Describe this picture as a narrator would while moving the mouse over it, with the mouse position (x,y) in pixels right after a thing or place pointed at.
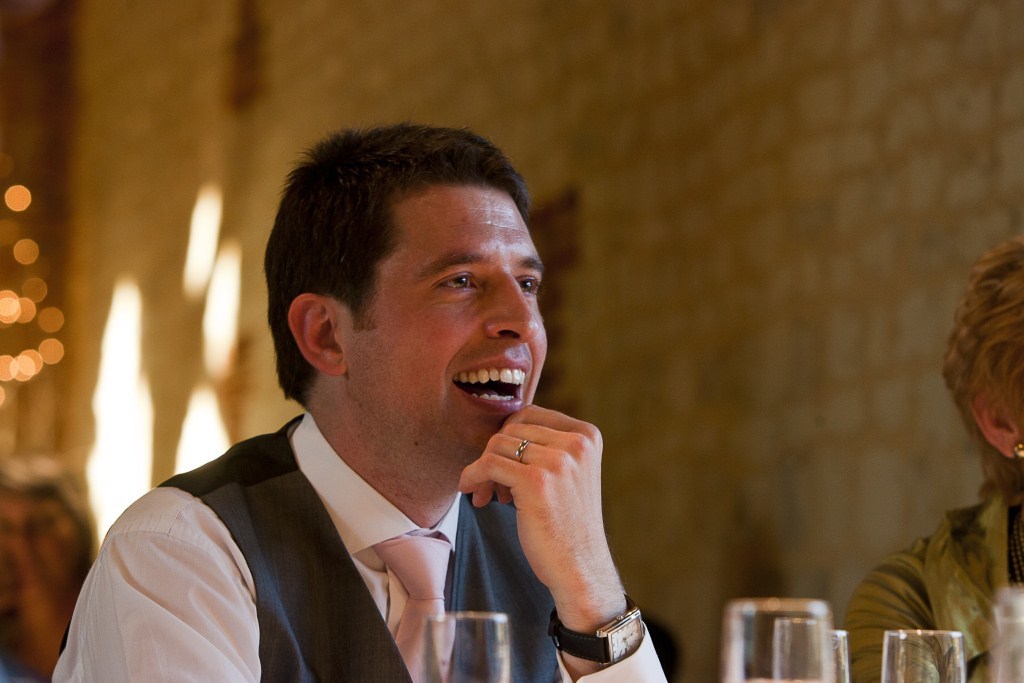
In this image we can see a person (488,368). At the bottom of the image (458,665) there are glasses (488,638). To the right side of the image (889,556) there is a lady (997,558). In the background of the image (138,395) there is wall (286,144). To the left side of the image (2,678) there is another person (58,552).
